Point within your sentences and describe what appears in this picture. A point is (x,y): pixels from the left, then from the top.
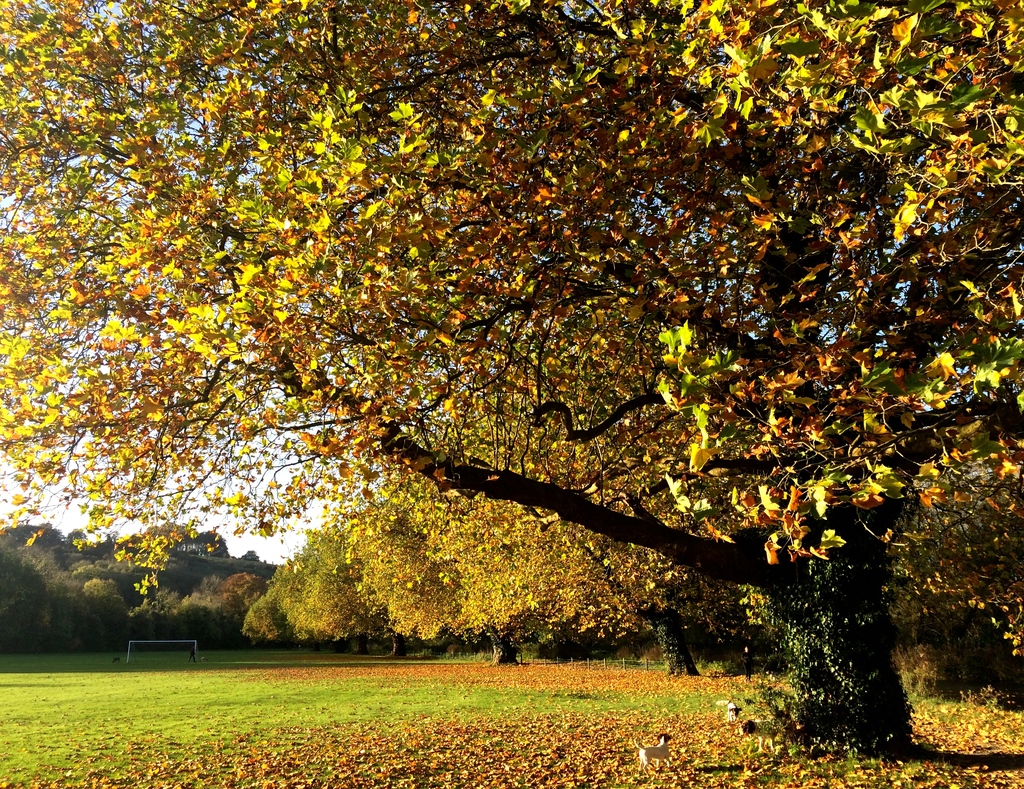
In this image I can see an open grass ground (413,668) and on it I can see number of trees (533,565). On the right side of the image (746,721) I can see few dogs (749,721) on the ground (720,698). I can also see number of leaves (734,774) and a goal post (139,647) on the ground (168,655). In the background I can see the sky (305,464).
